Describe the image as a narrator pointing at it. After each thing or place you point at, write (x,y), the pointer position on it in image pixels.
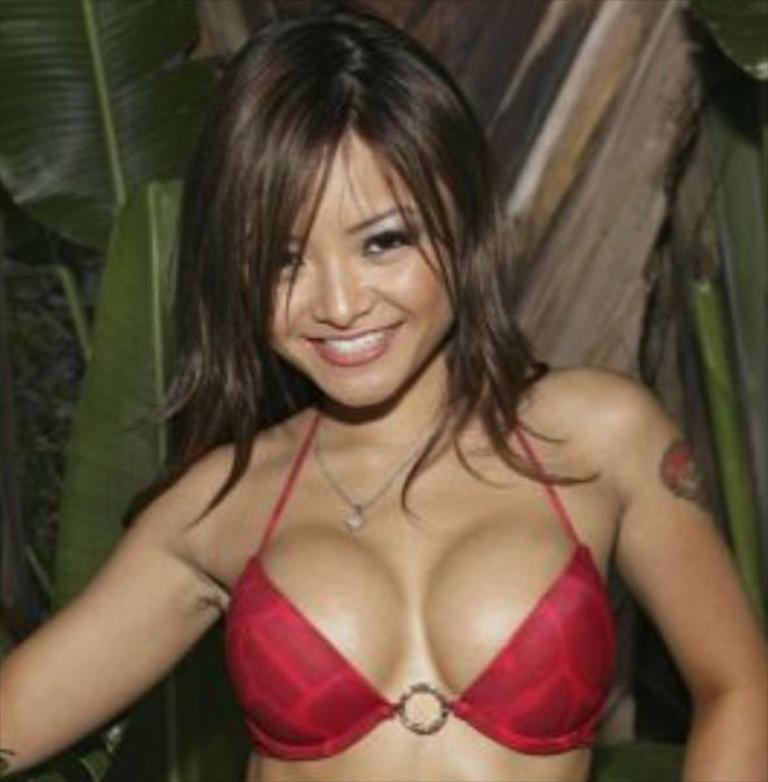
There is a girl (373,394) standing as we can see in the middle of this image (343,453). We can see the leaves (125,118) in the background (71,71).
